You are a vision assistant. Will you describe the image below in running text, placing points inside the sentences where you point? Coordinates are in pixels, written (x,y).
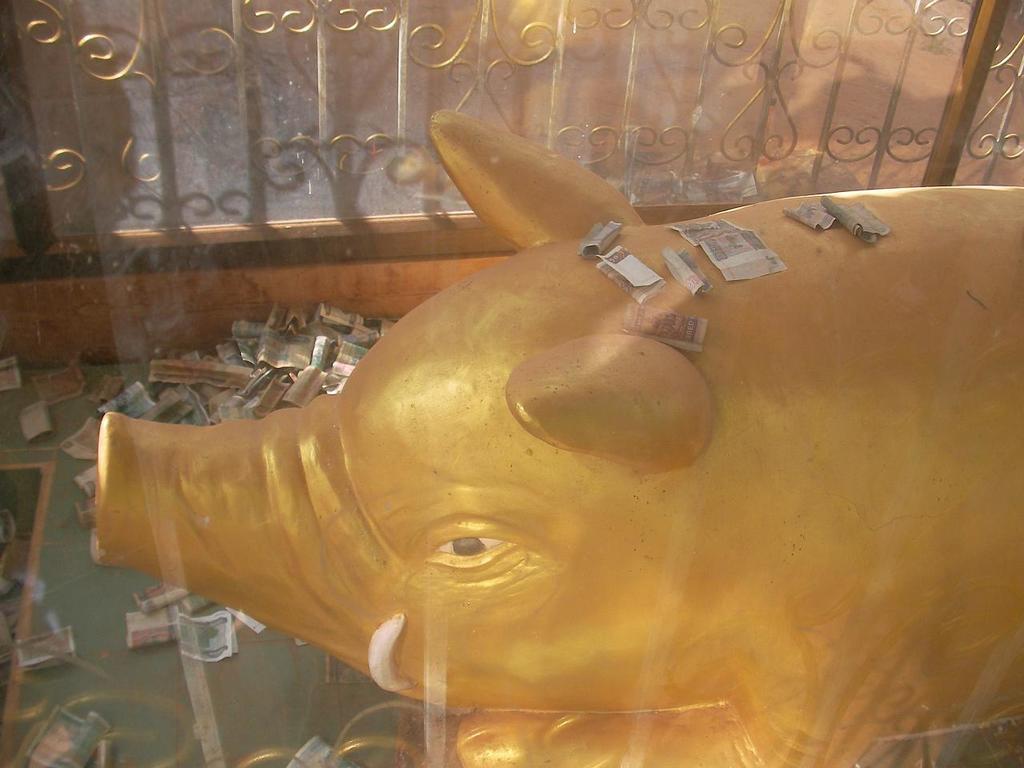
In this image I can see animal sculpture (508,572), around that there are some currency notes (291,397), beside that there is a fence (953,31).
